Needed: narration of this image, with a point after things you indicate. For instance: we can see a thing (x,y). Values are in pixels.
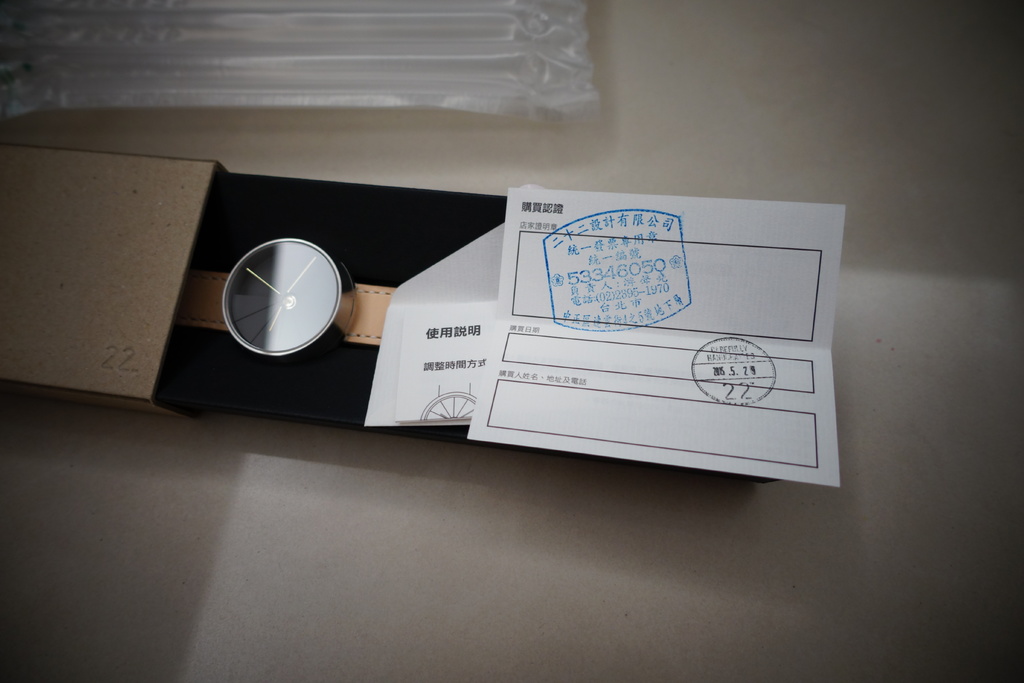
In this image we can see a watch (264,319) in a box (143,275). There is a white color paper (560,310) with some text (477,363) on it. At the bottom of the image (483,573) there is a white color surface (439,569).
